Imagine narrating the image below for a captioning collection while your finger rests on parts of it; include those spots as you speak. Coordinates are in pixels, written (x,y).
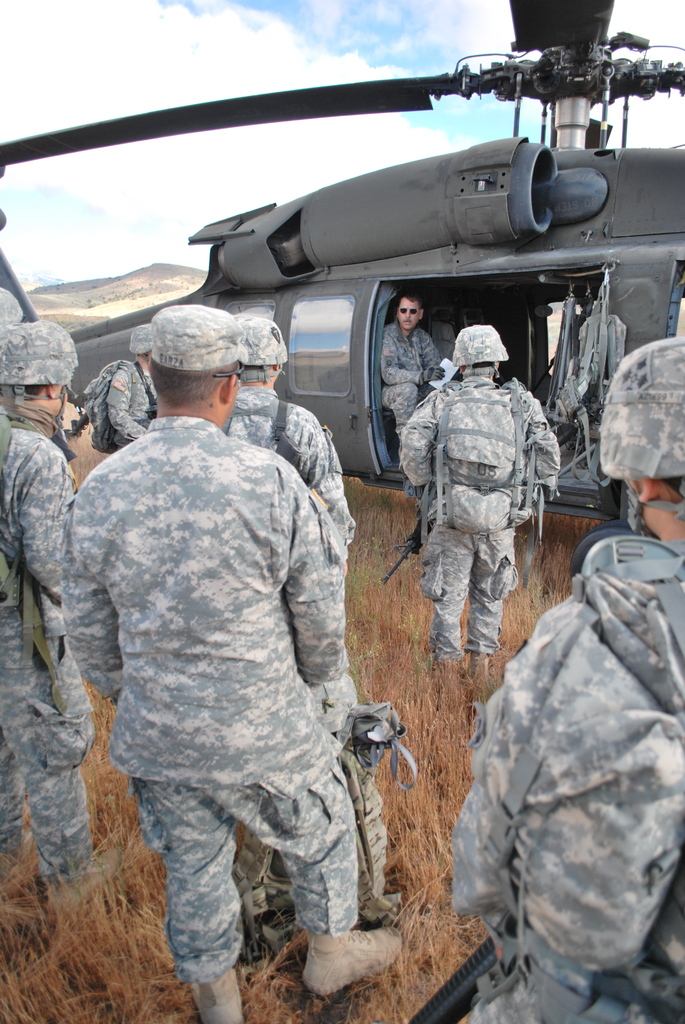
As we can see in the image there are few people (286,478) wearing army dress (431,428) and a helicopter (423,267). There is grass (423,704). On the top (276,36) there is sky (278,38) and clouds (253,53).
